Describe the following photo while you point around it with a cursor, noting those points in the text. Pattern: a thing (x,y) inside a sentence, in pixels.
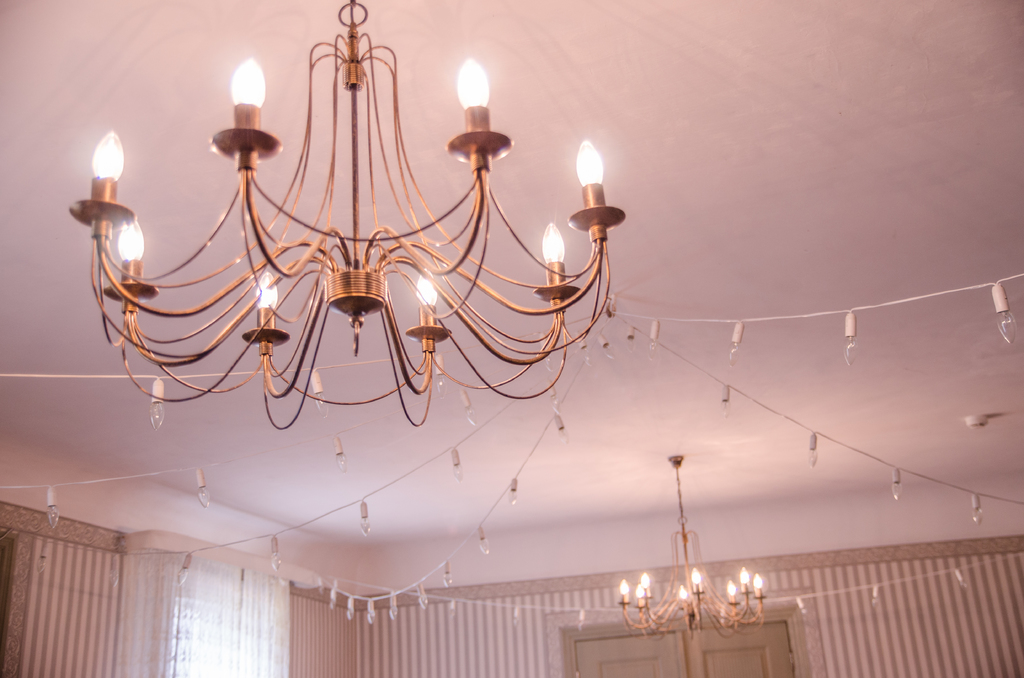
In this image I can see two chandeliers (407,364) and string lights (658,331) decorated on the ceiling (413,500). Here I can see a wall (911,640) and other objects (636,649).
